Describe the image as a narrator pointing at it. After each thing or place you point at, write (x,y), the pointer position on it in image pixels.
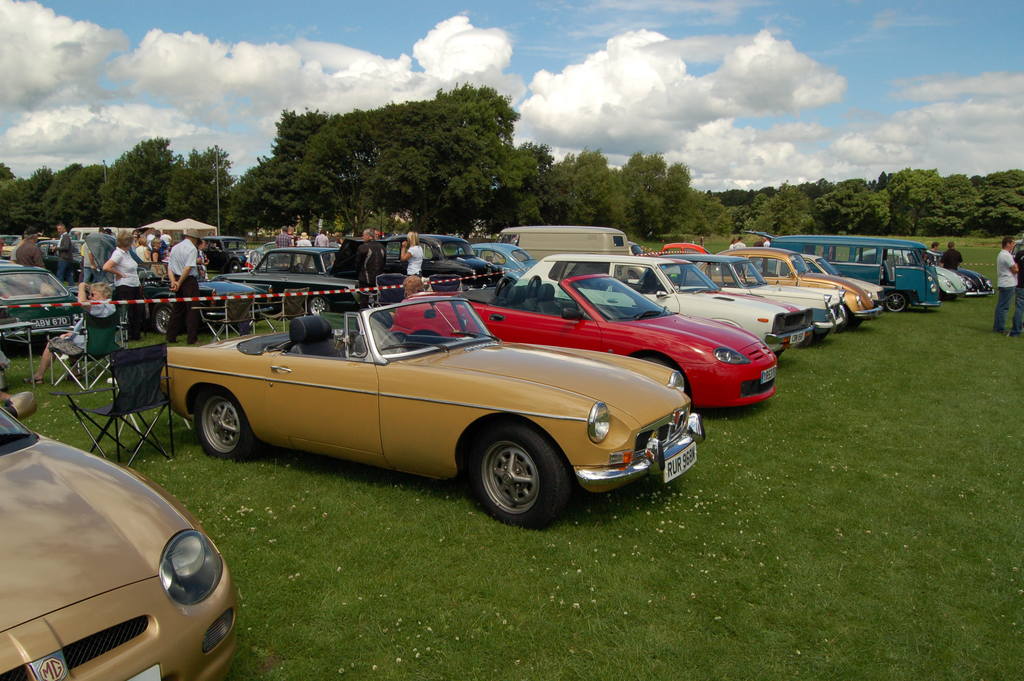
In this image I can see few vehicles (506,264) in different colors. I can see few trees (450,212), few people (112,283) and few people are sitting on the chairs (129,368). The sky (600,102) is in white and blue color.
